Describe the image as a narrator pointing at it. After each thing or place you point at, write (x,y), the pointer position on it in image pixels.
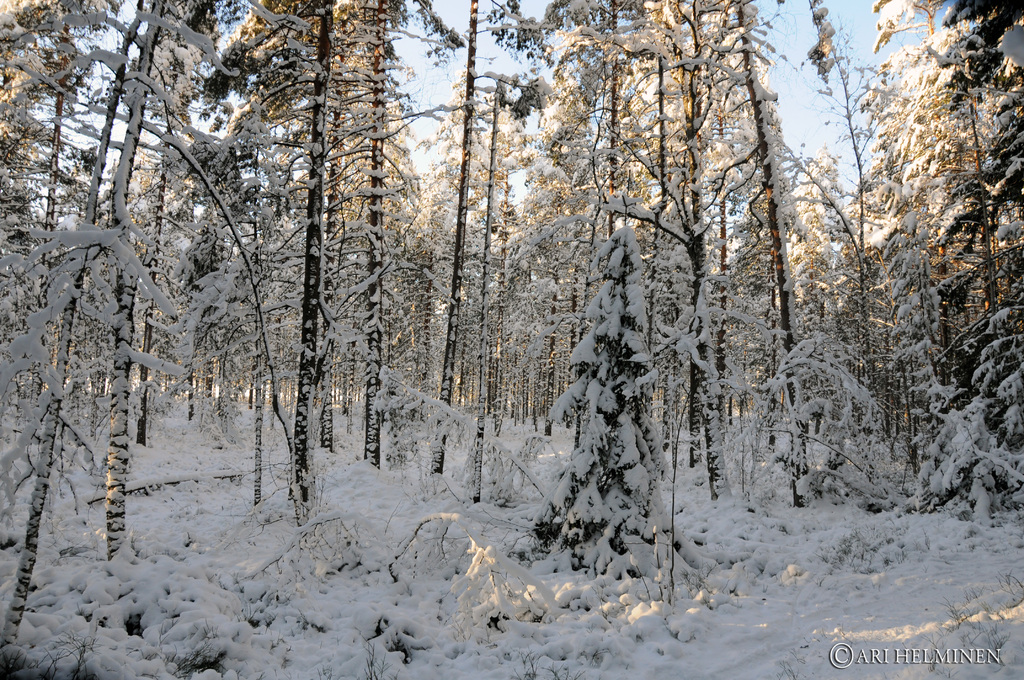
In this image we can see some trees (942,104) which are covered with snow (772,323) and we can see snow (141,609) on the ground (372,651) and at the top (484,54) there is a sky (549,40).
